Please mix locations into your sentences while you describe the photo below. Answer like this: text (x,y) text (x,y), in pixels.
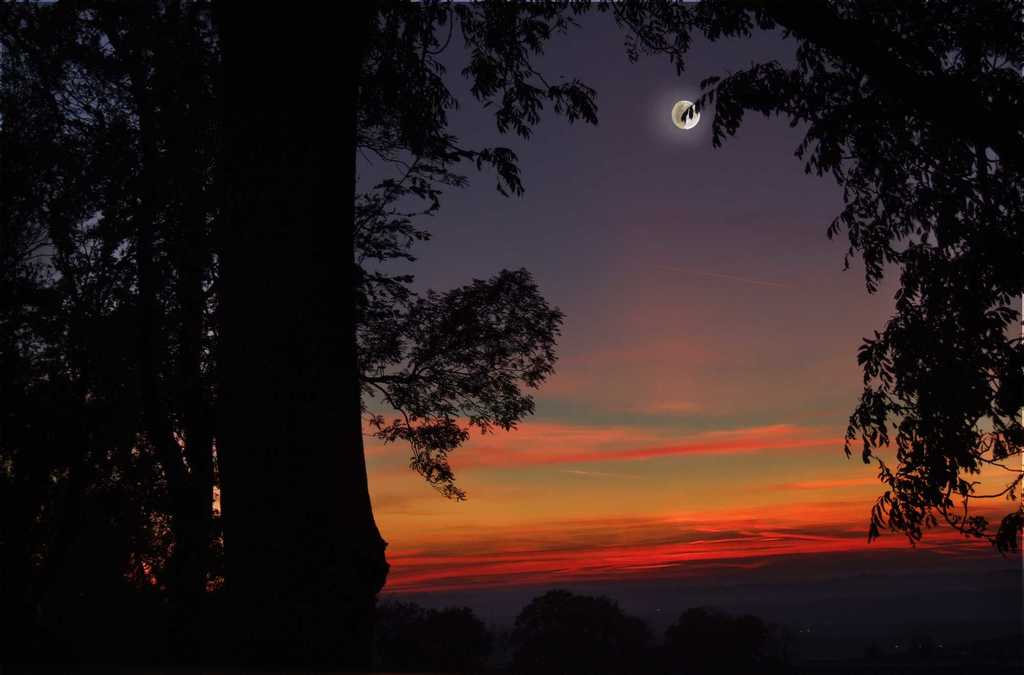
In this image there are trees (406,416) and there is a moon (676,114) in the sky (675,99).
